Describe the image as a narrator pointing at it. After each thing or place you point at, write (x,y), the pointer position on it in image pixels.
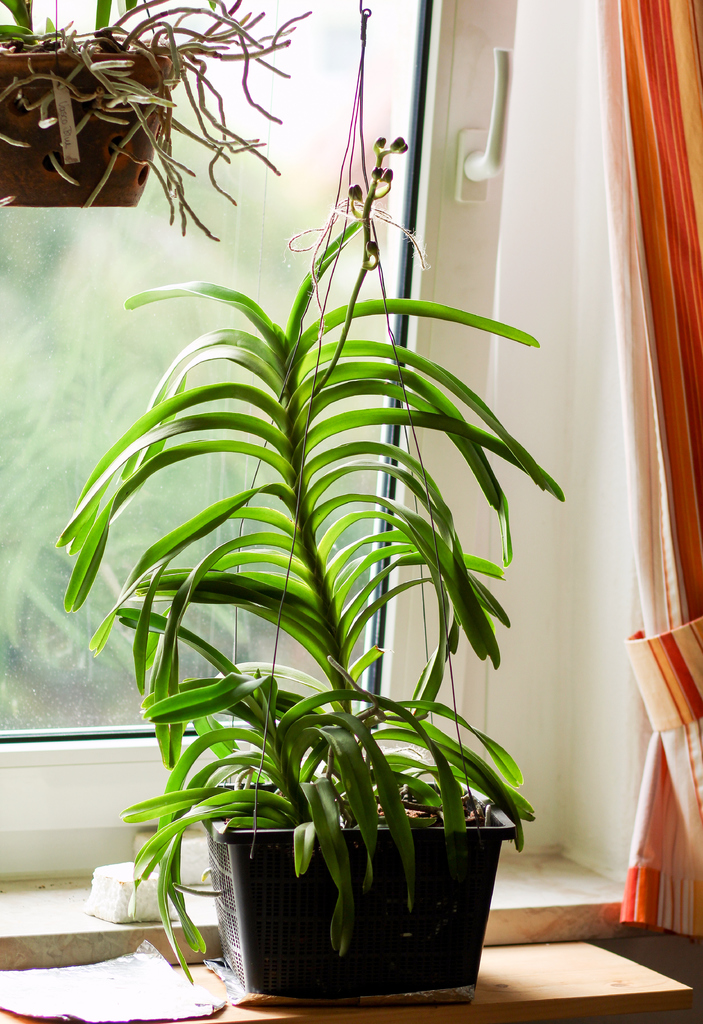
In this picture we can see few plants (334,739), beside to the plants (329,533) we can find a window (422,179) and curtain (648,560).
